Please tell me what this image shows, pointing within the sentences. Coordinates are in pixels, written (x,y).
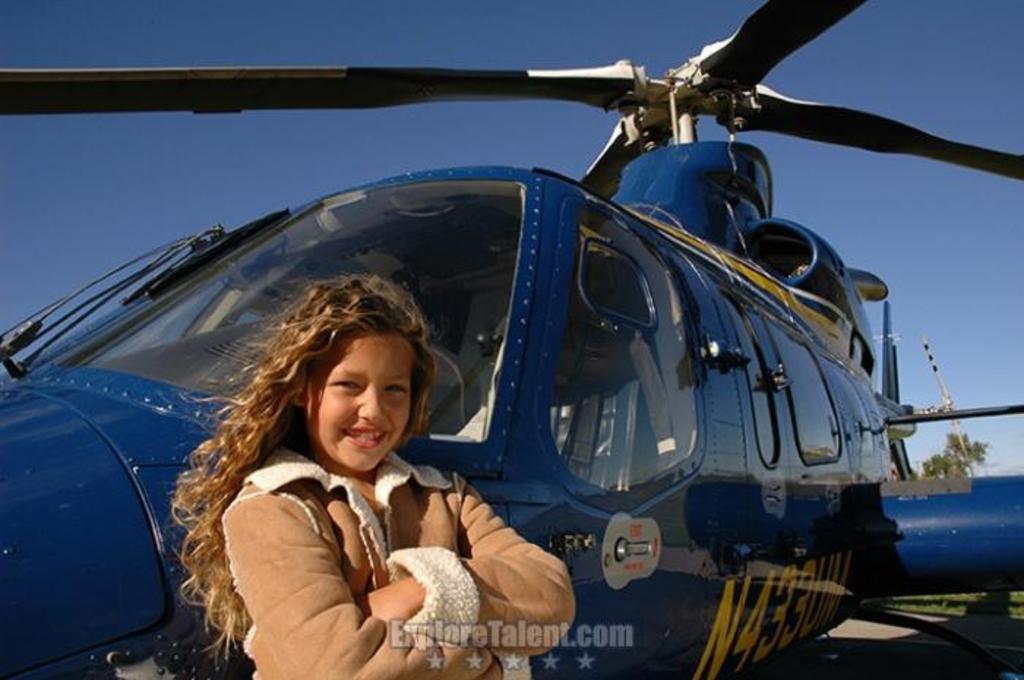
This image is taken outdoors. At the top of the image (422,23) there is the sky (916,204). In the background (945,456) there is a tree (969,446). In the middle of the image (530,348) there is a chopper (866,514) on the road (891,631). There is a girl (321,488) standing on the road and she is with a smiling face (344,449).
